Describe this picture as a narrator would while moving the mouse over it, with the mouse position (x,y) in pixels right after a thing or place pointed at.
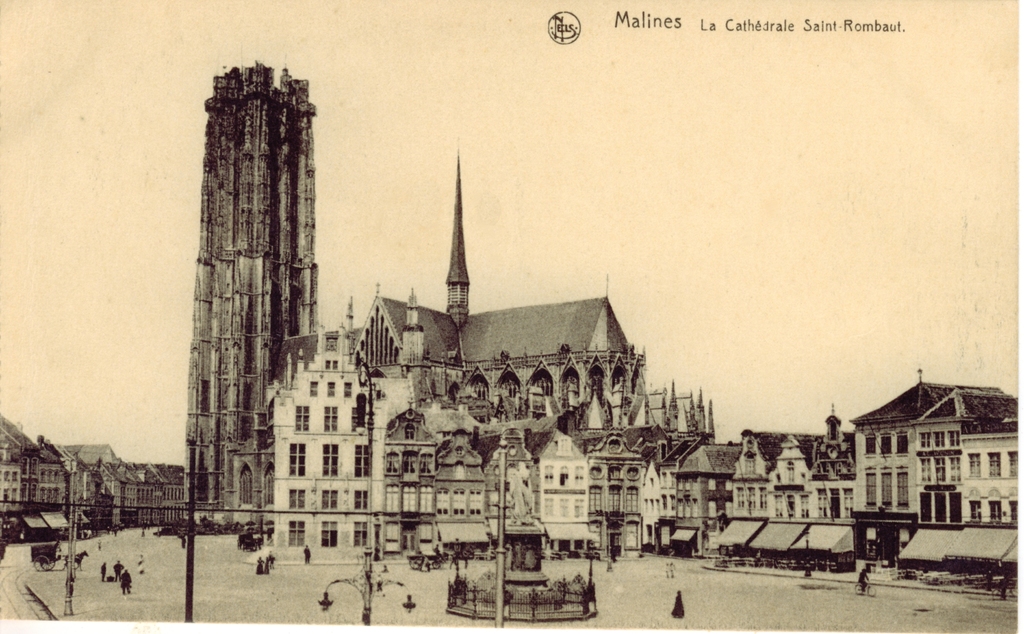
This is an old black and white image. These are the buildings (471,373) with windows (924,501). This looks like a spire (452,261) at the top of the building (433,347). I think this is the tower (229,264). This looks like a horse cart (77,556). I can see groups of people (262,567) standing. I think this is the statue (521,524). This looks like a street light (369,592). Here is a person (866,569) riding bicycle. I can see the letters (780,30) in the image.
